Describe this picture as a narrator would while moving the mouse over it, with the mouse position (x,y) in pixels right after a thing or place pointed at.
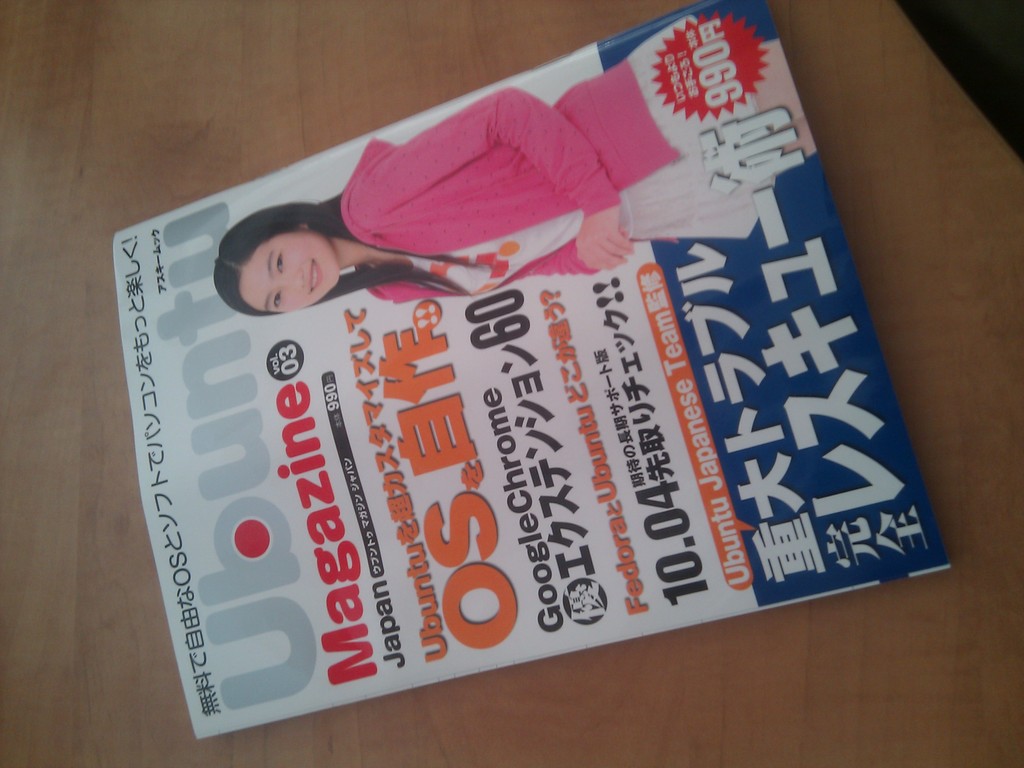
This is the paper (439,397), on this there is an image (481,217) of a woman (476,255). She wore pink color dress (493,231).
